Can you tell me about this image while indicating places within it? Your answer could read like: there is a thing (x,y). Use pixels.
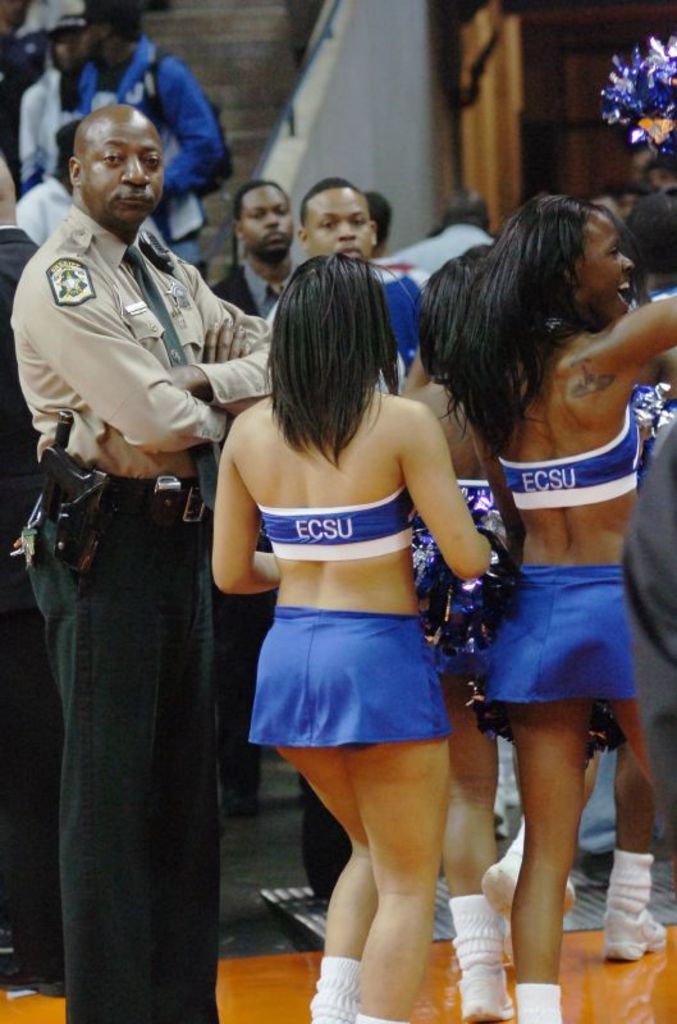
In this picture I can see group of people (476,565) are standing on the floor (272,825). The women (607,605) on the right side (543,670) are wearing blue color dresses (534,664). The man (124,566) on the left side (124,529) is wearing a police uniform (133,553) and carrying a gun (78,520) and some other objects (92,502). In the background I can see stairs (269,125).
